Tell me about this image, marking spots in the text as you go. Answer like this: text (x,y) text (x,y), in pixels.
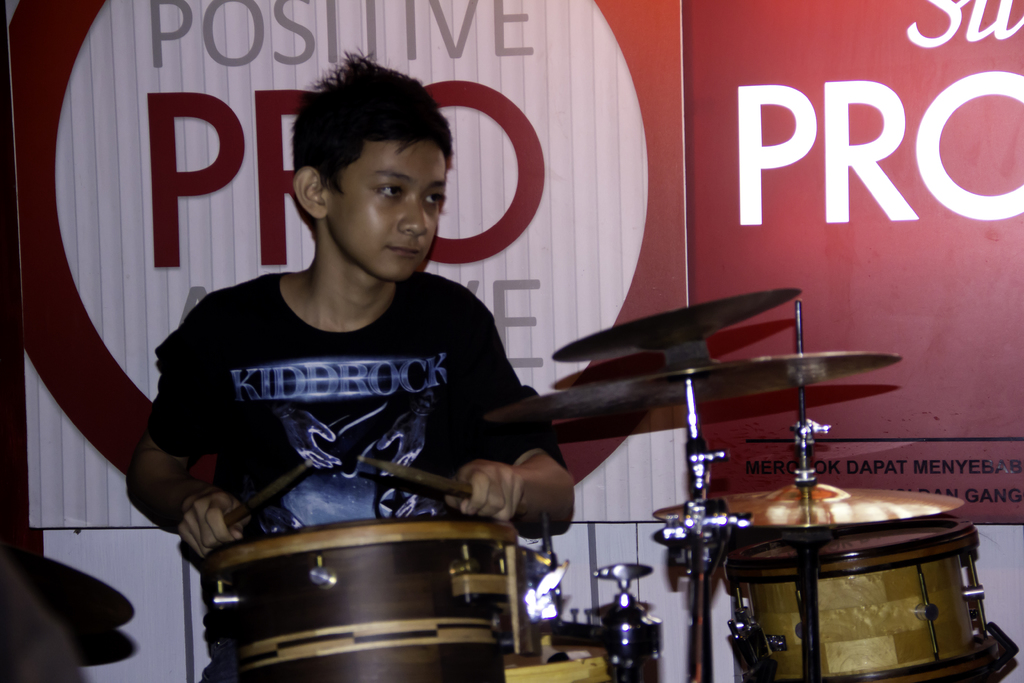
In this image I can see a boy (480,477) next to a drum set (732,527).
